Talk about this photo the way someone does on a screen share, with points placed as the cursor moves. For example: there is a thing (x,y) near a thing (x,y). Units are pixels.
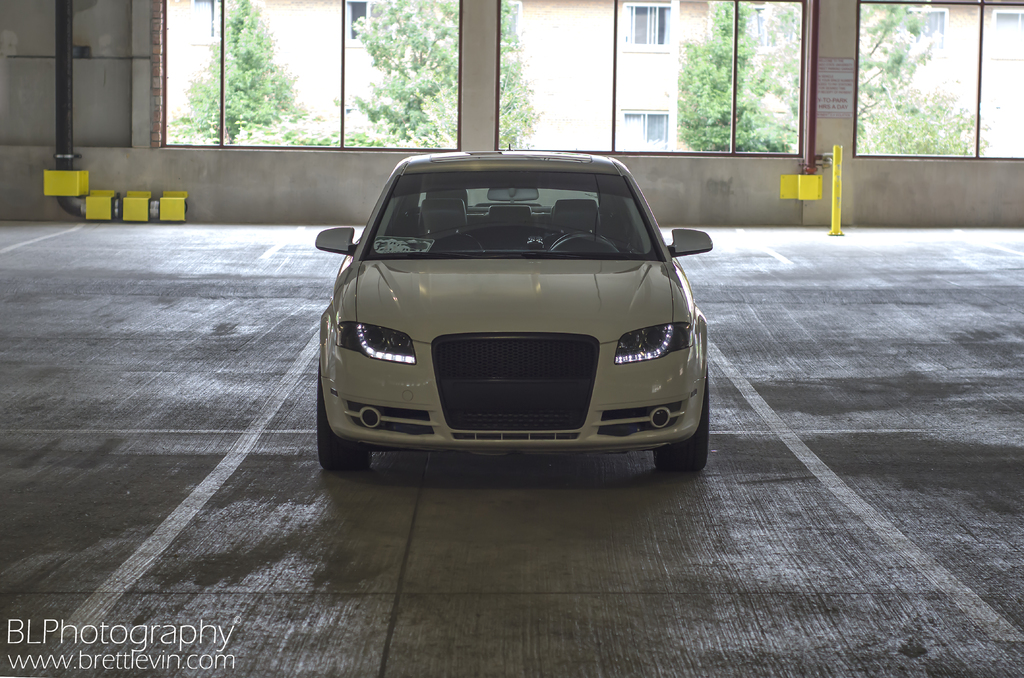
In this image we can see a car (608,407) on the surface (570,528). In the background of the image (714,74) there are windows (571,69), through which we can see trees (697,104), buildings (598,106). There are poles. There are pipes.
